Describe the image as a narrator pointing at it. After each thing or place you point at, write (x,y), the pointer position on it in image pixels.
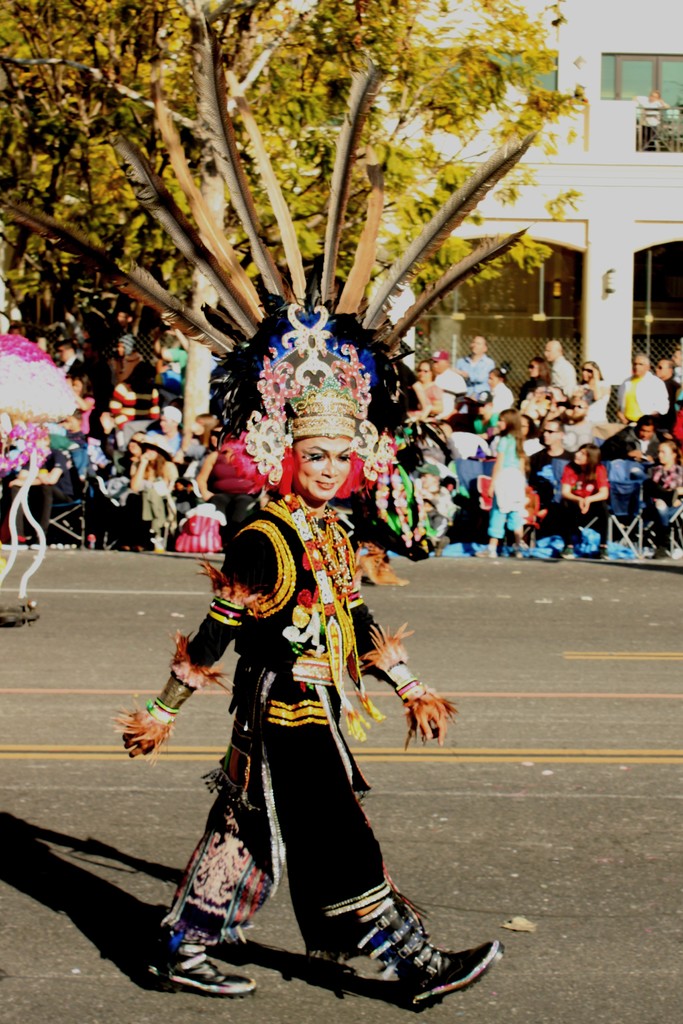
In this image we can see a person (340,927) is walking on the road (426,783). He is wearing a costume (304,693). In the background (475,431), we can see so many people (161,459) and a building (671,254). There is an object (23,447) on the left side of the image (15,521).
